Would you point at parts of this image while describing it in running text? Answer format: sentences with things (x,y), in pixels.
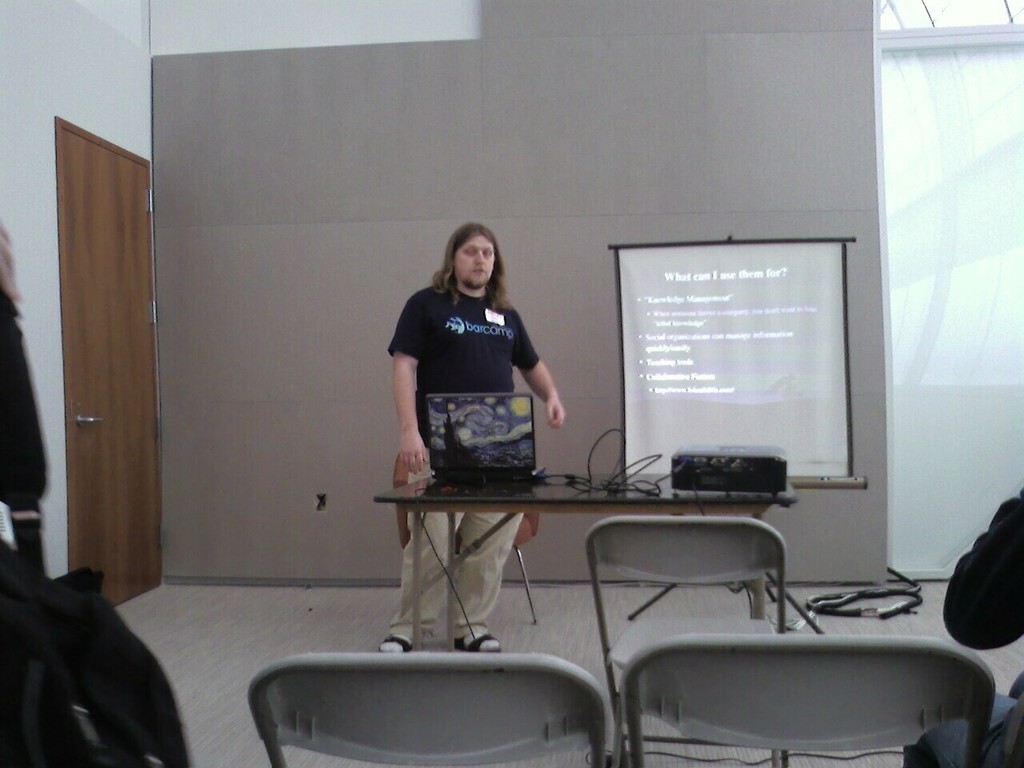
In this picture we can see man (478,328) standing and beside to him on table (601,499) we have wires (589,461), laptop (497,455), projector (695,456) and in front of him we can see chairs (689,659), bag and in background (255,268) we can see walls (673,225), screen (739,398), door (115,197).
